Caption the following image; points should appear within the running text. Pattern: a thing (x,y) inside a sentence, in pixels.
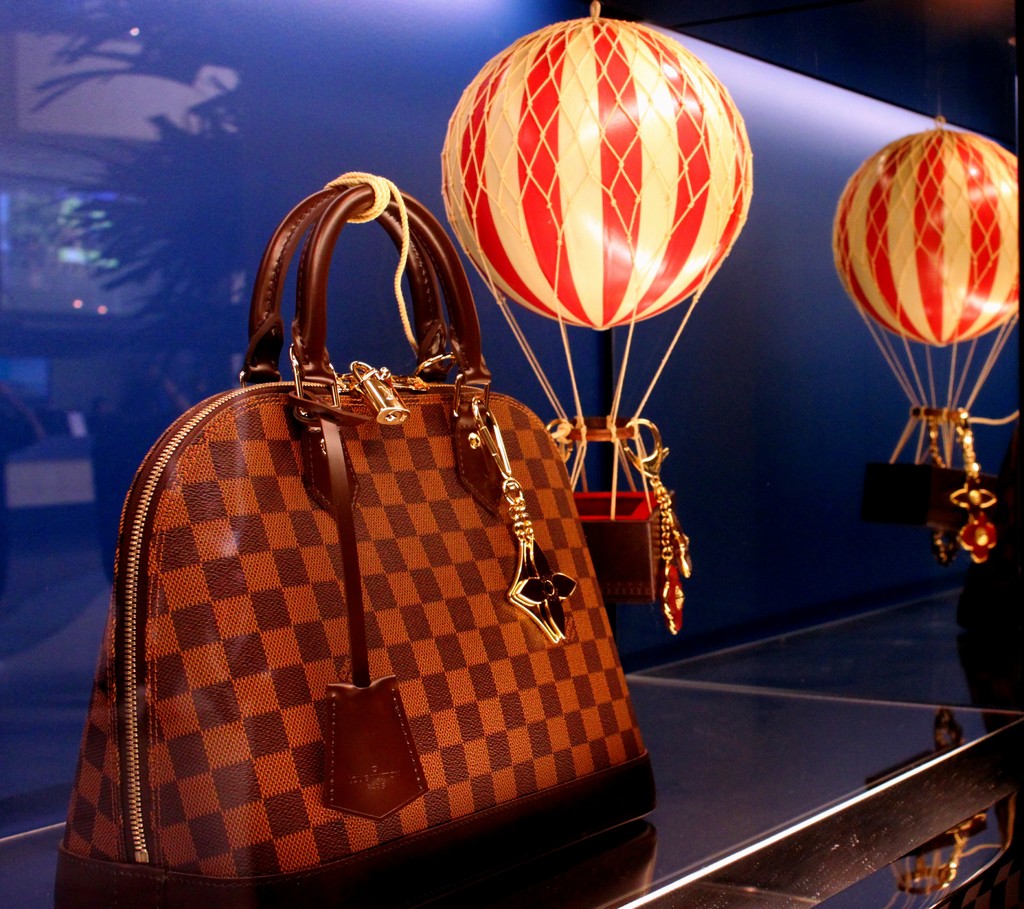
In this picture there is a hand bag (594,722), and there are small hot air balloons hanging to the ceiling (717,45).
